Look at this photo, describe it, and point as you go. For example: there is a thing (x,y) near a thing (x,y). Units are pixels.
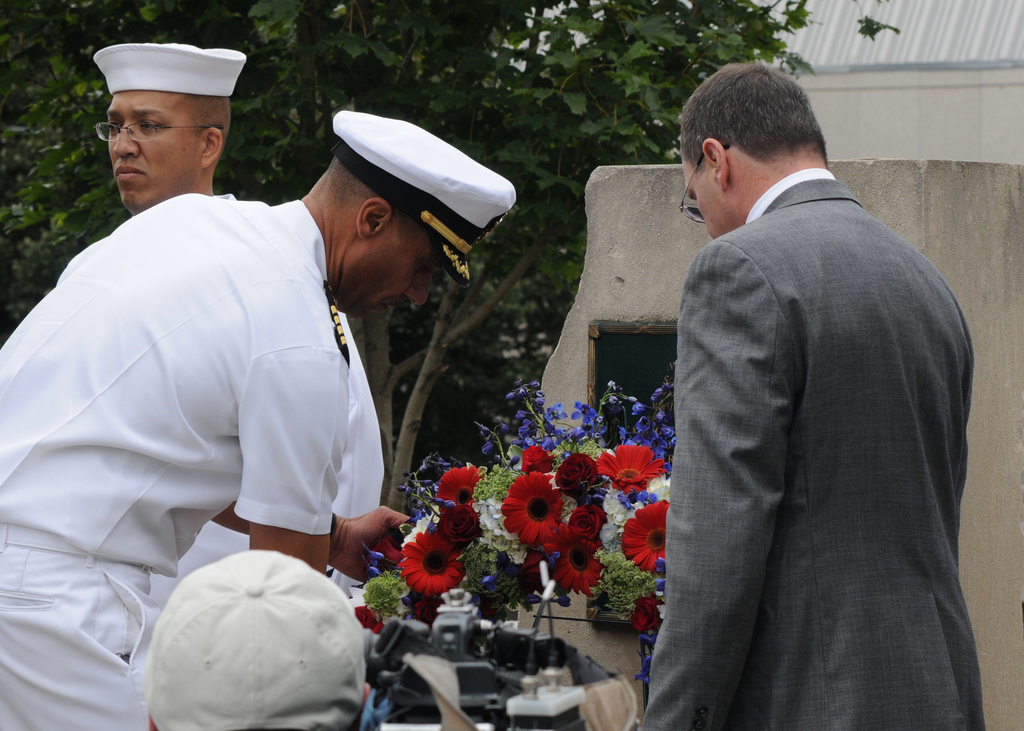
In this image we can see few persons (304,231), plants (578,463) with flowers (566,469), device (466,695) and at the bottom (319,604) there is a cap (228,602) on a person's head (238,630). In the background (538,292) we can see walls (890,179) and trees (426,113).
